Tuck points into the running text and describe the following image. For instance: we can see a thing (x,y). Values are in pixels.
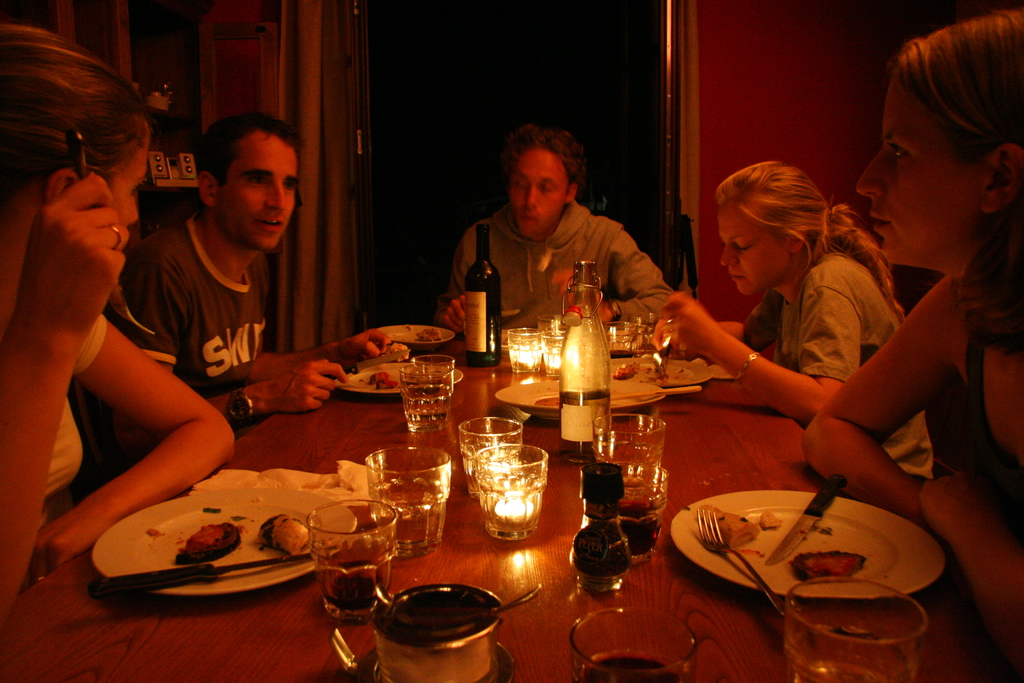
In this image, there are some persons (200,258) sitting in front of the table (359,426). This table (395,444) contains bottles (586,377), glasses (433,368), plates (285,505), fork (716,546) and knife (815,505). These persons (246,220) are wearing colorful clothes (206,365). There is a door (375,79) behind this person (544,203).
